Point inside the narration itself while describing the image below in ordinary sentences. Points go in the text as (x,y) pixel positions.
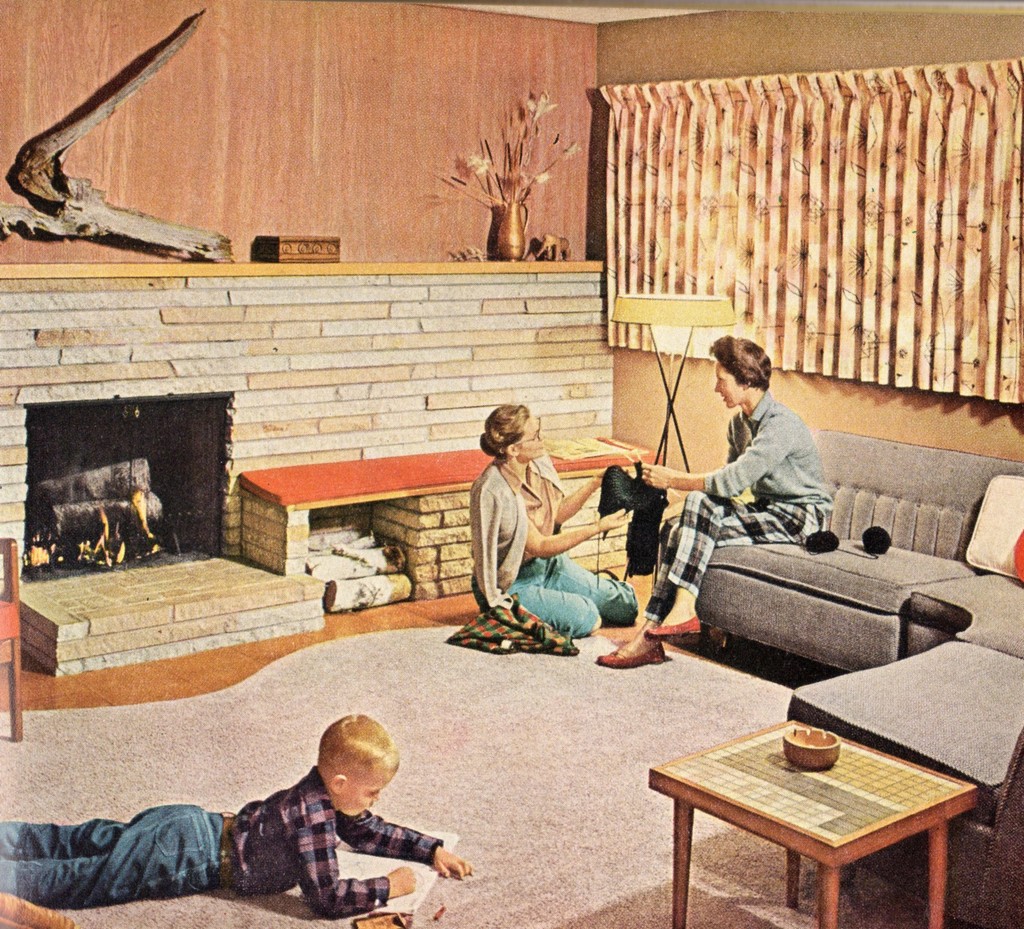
There is a child (233,820) lying on the floor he is looking into the book (354,877). there is a fireplace (106,505) on the left side of the image (81,488). there is a flower vase (513,230). Here the women (521,515) is sitting on the floor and handing a cloth (660,496) to the woman (737,480) who is sitting on the sofa (820,574). There is a table (868,810) placed on the right side of the image (825,791). There is also the curtains (791,211) placed on the right side of the image (836,232). Here there is a lamp (673,322).
